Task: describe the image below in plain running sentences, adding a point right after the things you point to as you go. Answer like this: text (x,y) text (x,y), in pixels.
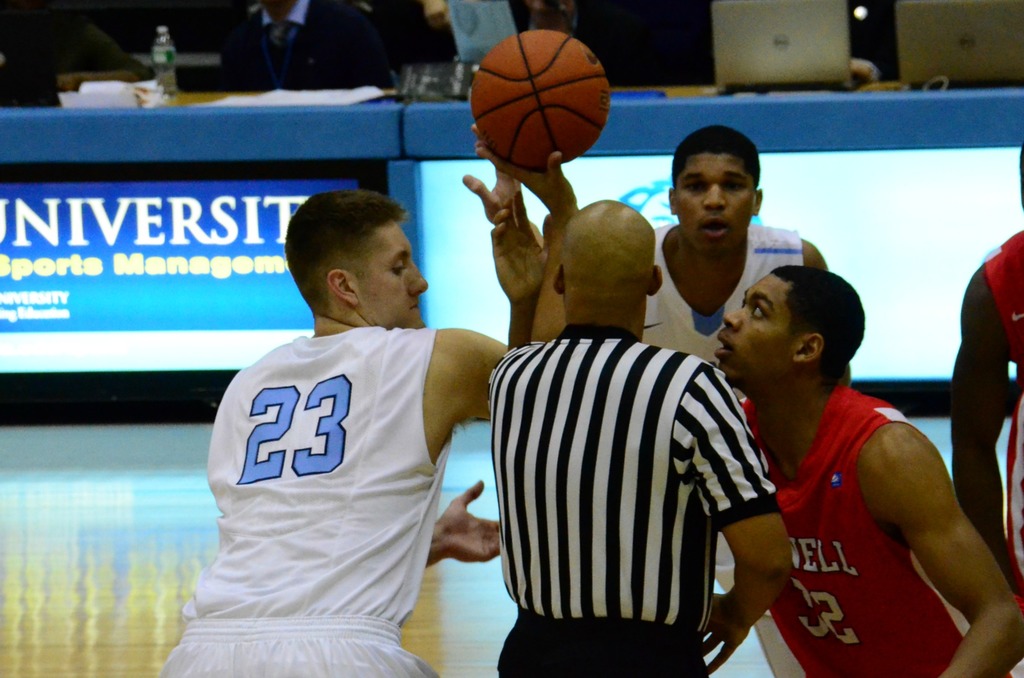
In this image we can see some group of persons (915,454) playing basketball and there is a referee (592,216) and in the background of the image (279,201) there is a board (214,260) and table (194,98) on which there are some laptops (916,52), water bottles (155,55) and some other items (381,97) and there are some persons (278,69) sitting on chairs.
